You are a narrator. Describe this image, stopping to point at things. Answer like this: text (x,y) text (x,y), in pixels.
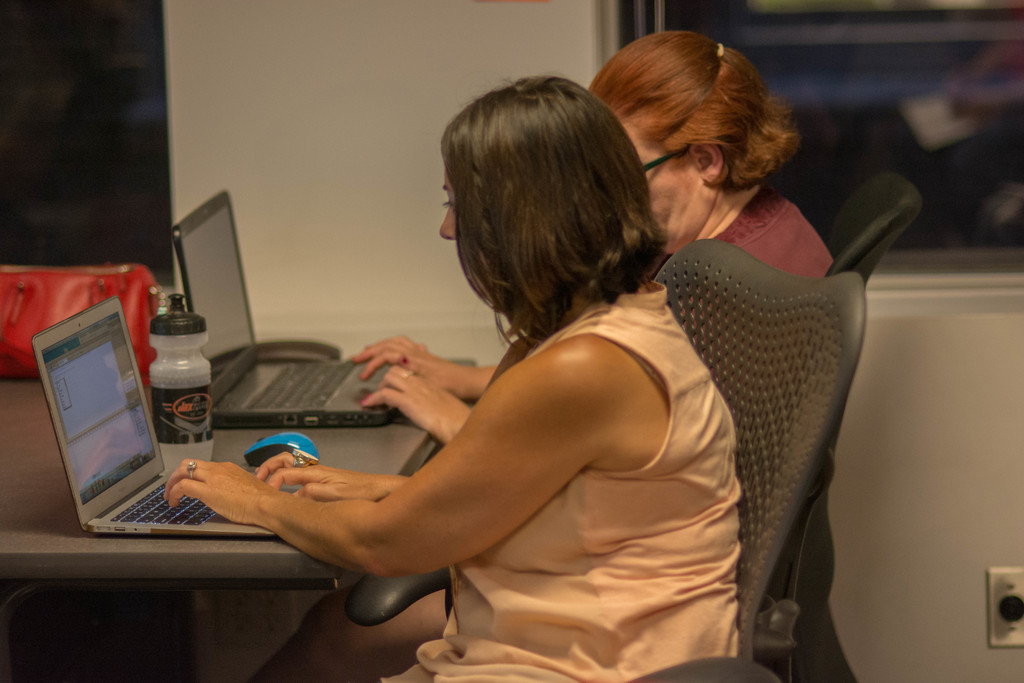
In this picture we can see there are two women (584,310) sitting on chairs (790,308). In front of the people (651,491) there is a table (28,511) and on the table (54,492) there are laptops (214,327), bottle (167,360), mouse (281,440) and a bag (83,294). Behind the people (682,344) there is a wall (311,83) with glass windows (738,29).
